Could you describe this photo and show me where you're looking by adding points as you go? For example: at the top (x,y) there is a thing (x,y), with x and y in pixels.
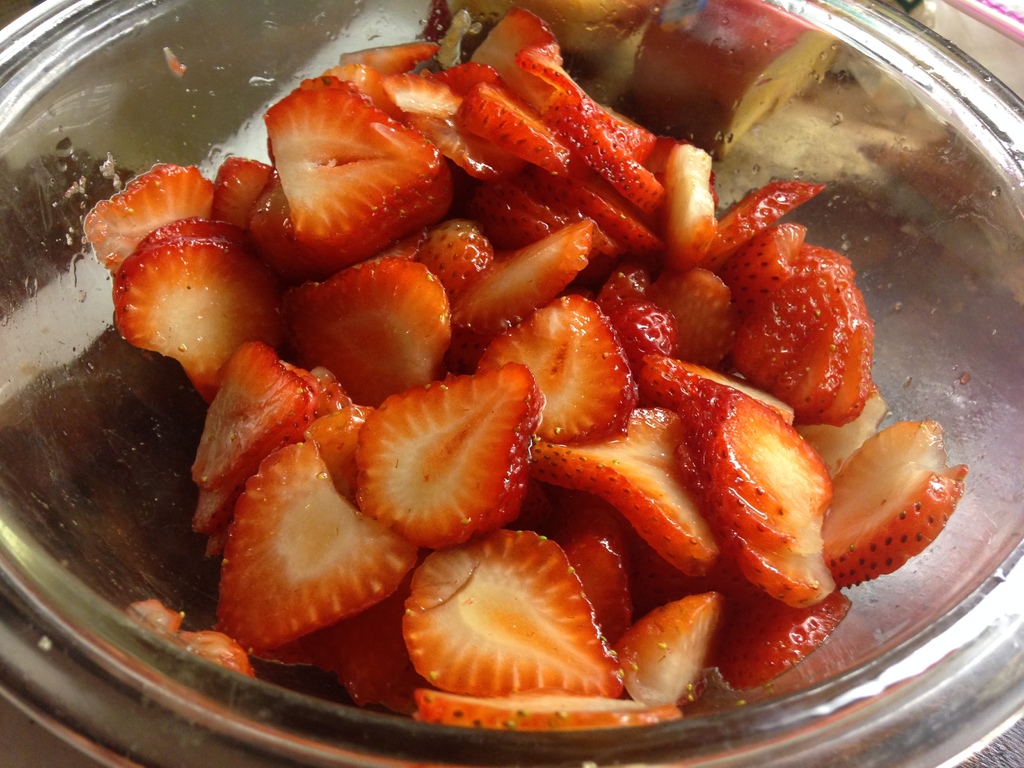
In this image I can see the food (285,346) in the bowl (43,480) and the food (405,511) is in red and cream color.
